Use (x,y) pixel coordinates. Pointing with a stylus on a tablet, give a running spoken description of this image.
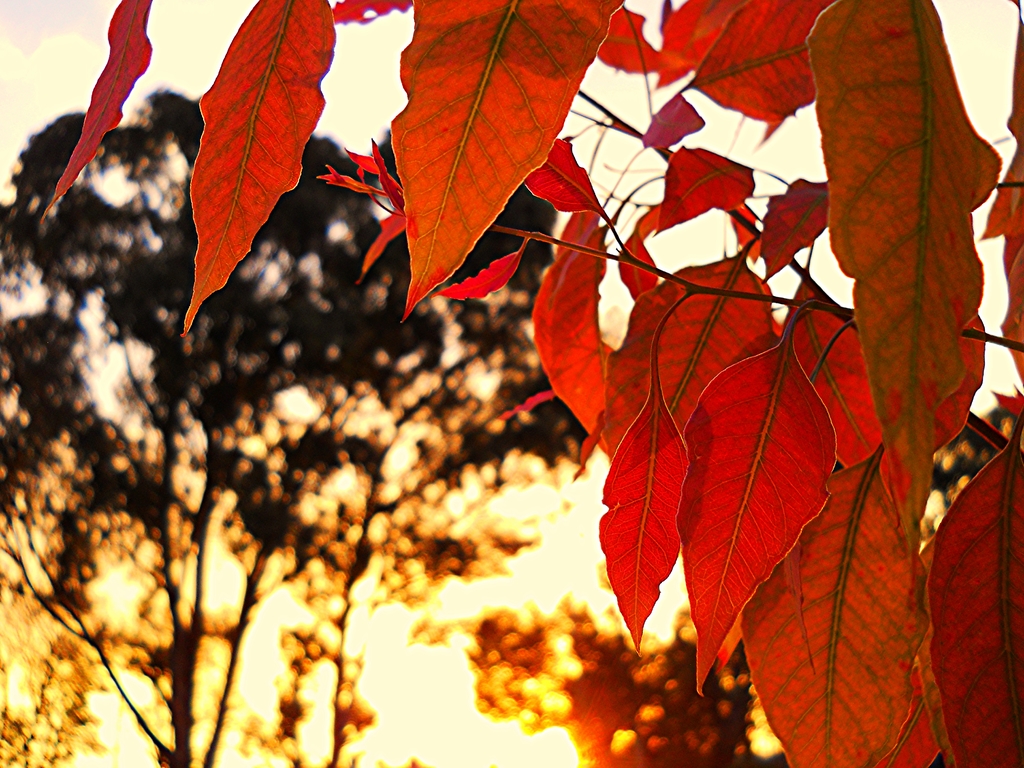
This image consists of trees (207,516). On the right (770,589), we can see the leaves (660,370) in red color. In the background (402,617), there is a sunlight (473,736). At the top (385,104), there is sky (99,758).
